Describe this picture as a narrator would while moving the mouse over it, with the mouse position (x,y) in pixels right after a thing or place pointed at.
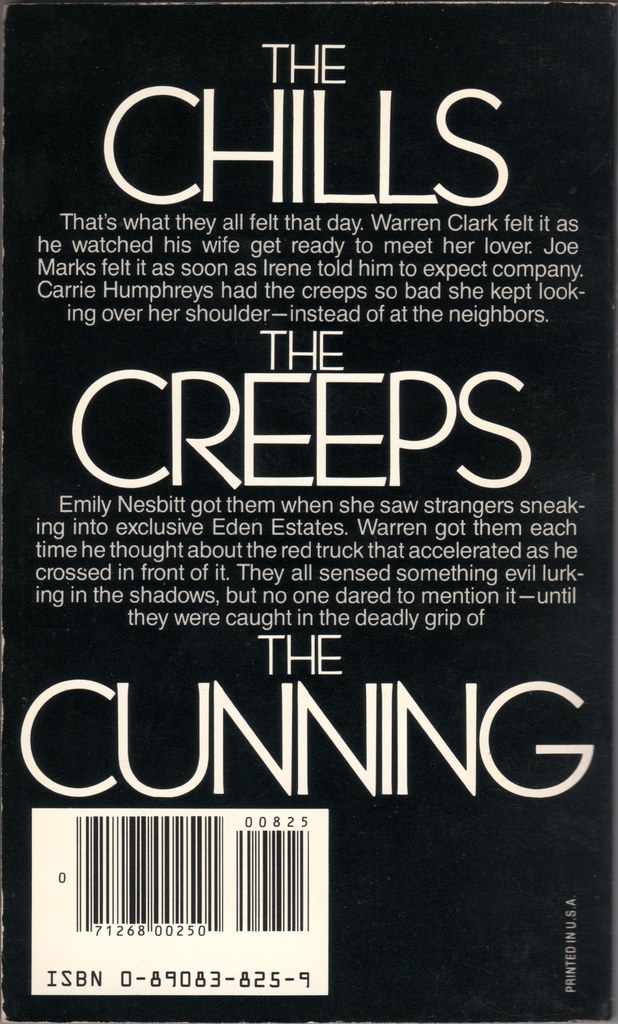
In this image there is some text (417,244) and a barcode (279,846).
